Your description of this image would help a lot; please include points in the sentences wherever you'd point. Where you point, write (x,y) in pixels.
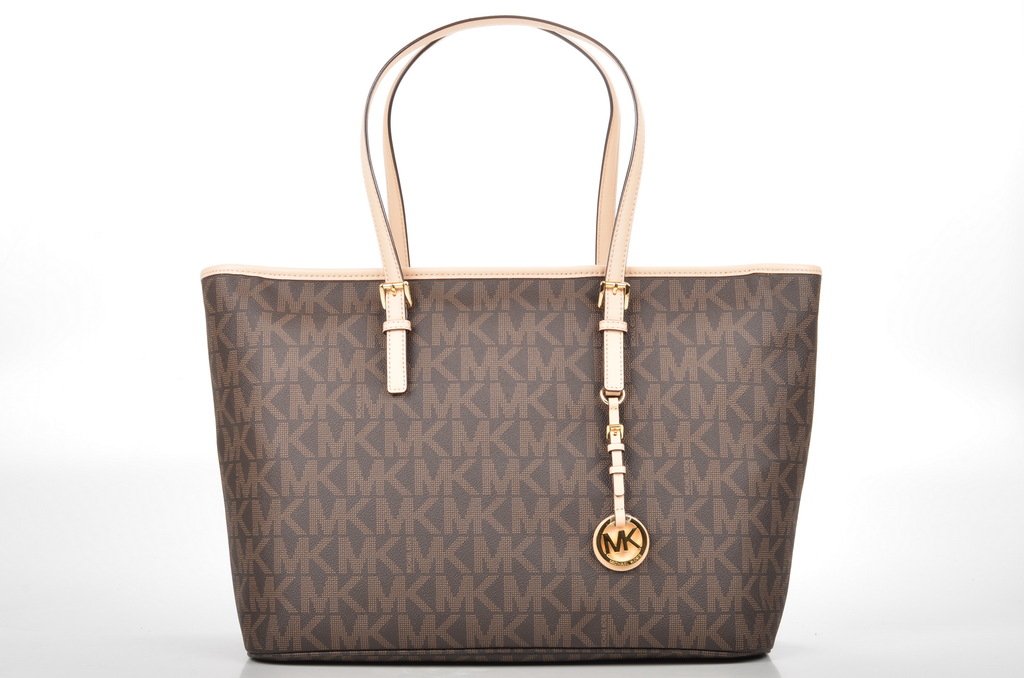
There is a handbag (434,345) here in the image.
